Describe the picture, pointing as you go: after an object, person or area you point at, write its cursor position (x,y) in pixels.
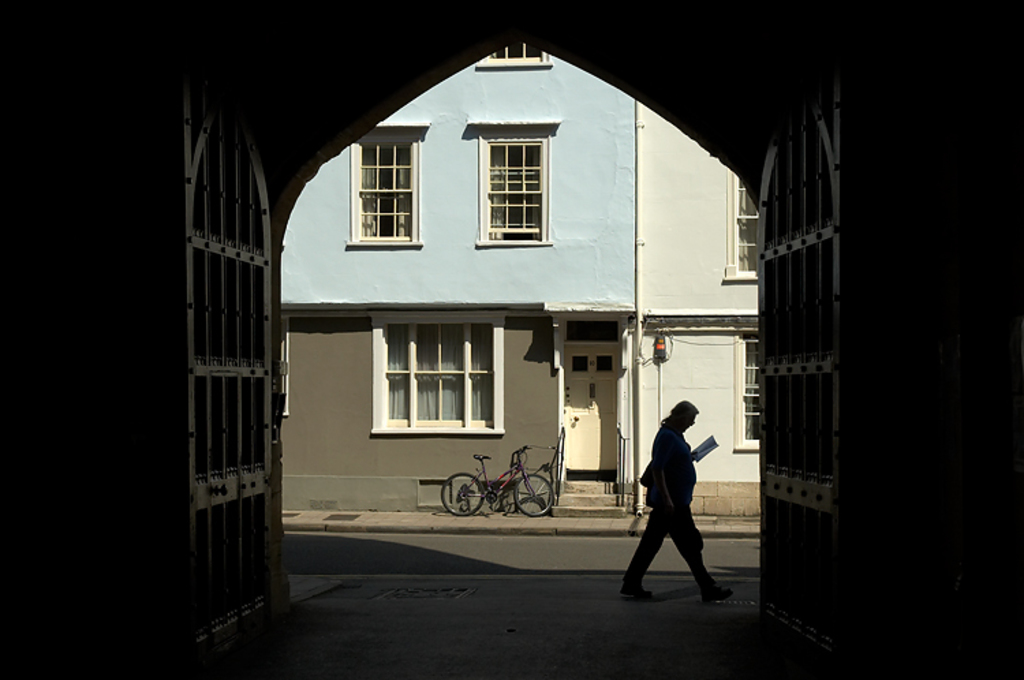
In this image there is a gate (801,331) opens and a person (642,593) is walking by holding a book (704,454) and reading. And there is a bicycle (538,493) and also in background (460,256) I can see a building (456,226).
